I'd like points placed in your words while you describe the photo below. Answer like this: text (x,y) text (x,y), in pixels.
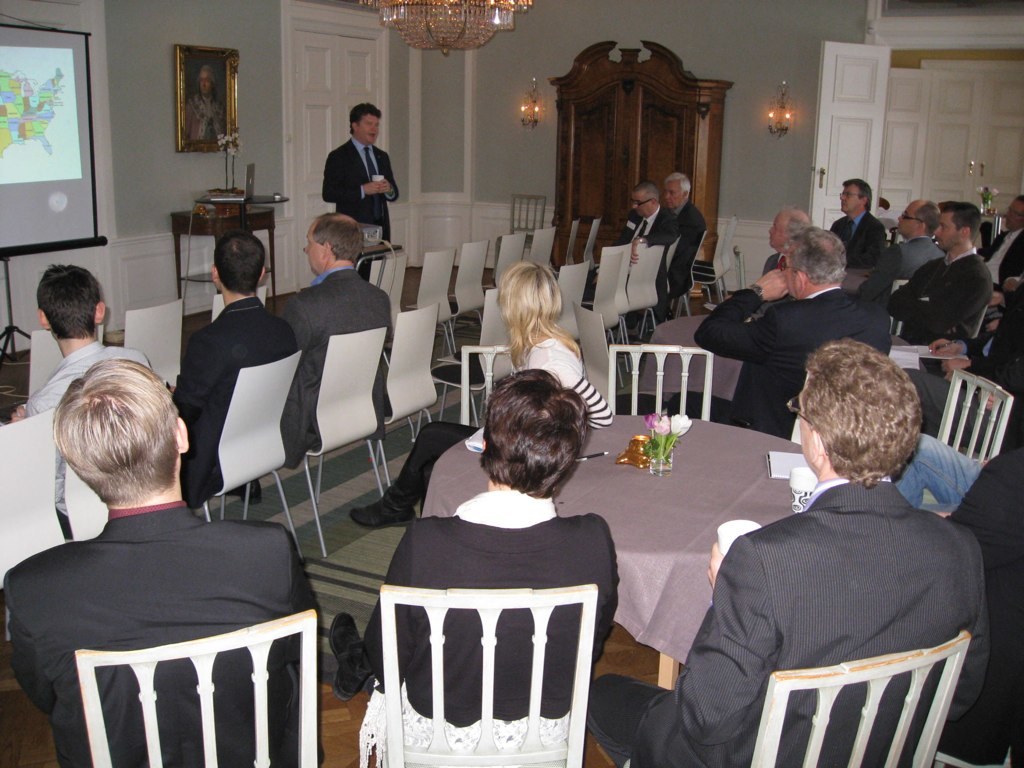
In the image we can see there are people (114,495) who are sitting on chair (13,435) and there is a person (370,144) who is standing.
